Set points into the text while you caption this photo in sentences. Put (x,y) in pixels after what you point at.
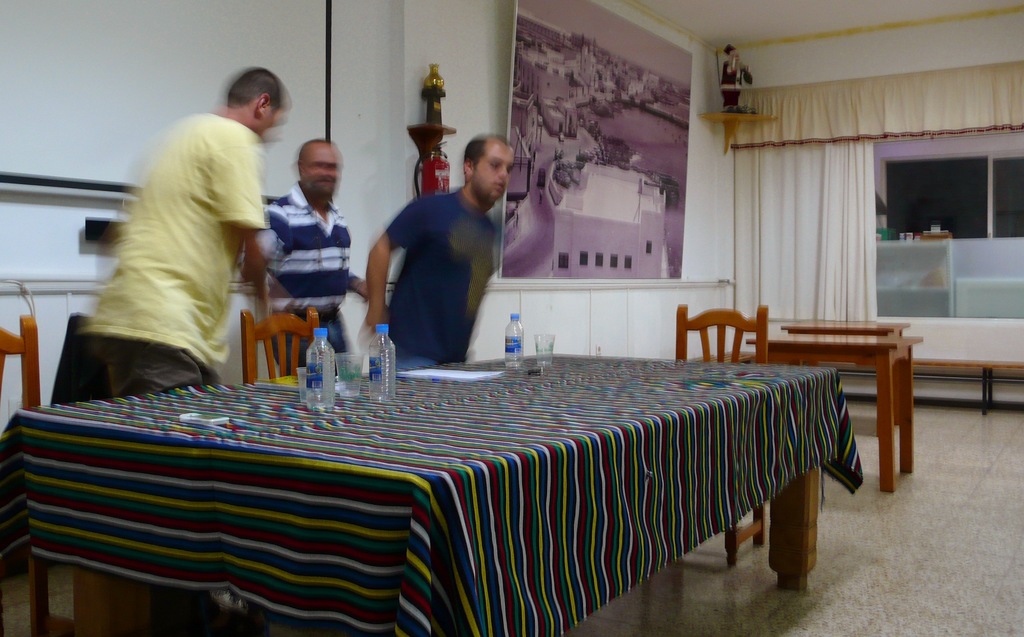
In this image i can see 3 persons (295,254) standing in front of a table (365,433), On the table (403,448) i can see a tablecloth (433,488), few bottles (380,391), few glasses (352,378) and few papers (476,379). In the background (833,344) i can see few tables (815,332), few chairs (301,332), the wall (371,65), a screen (117,33), a photo frame (587,176) and the curtain (781,245).
